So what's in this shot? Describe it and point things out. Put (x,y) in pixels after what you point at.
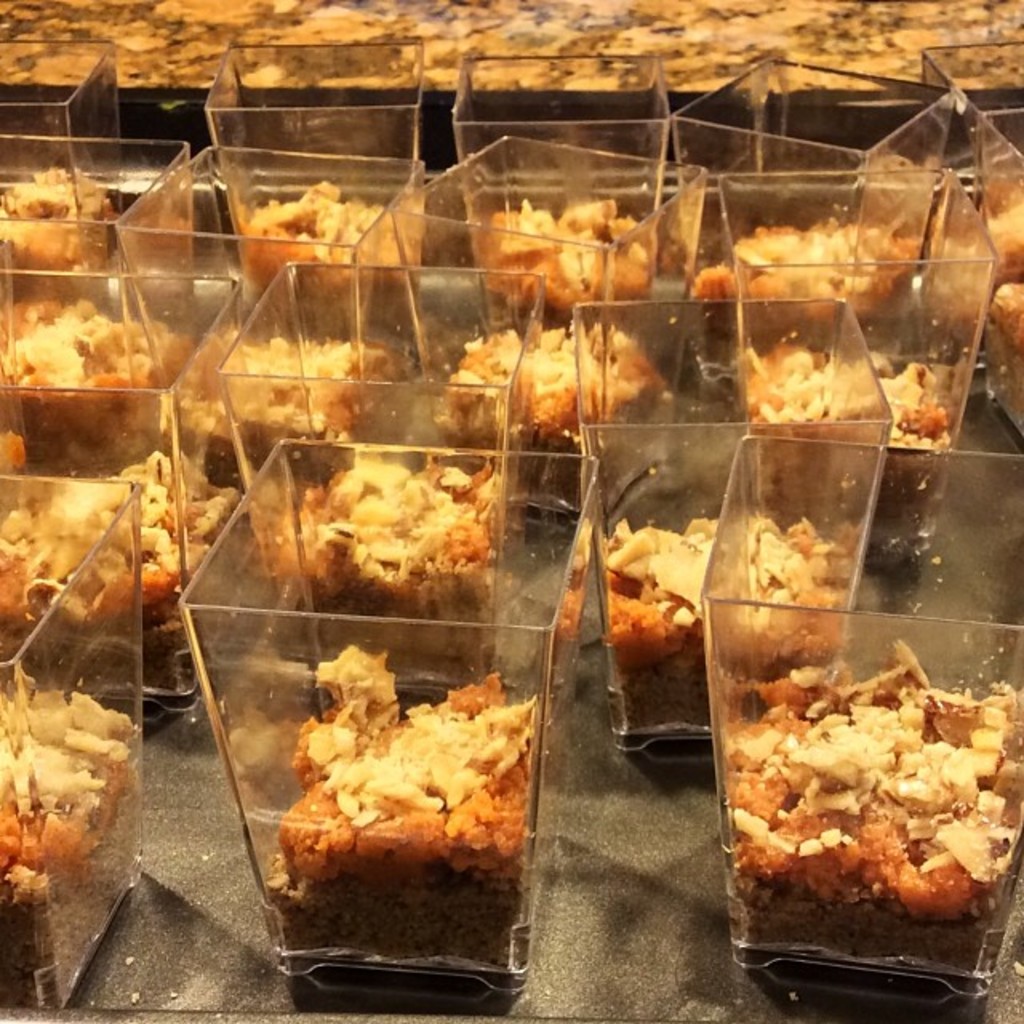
In this image I can see the glass bowls (416,334) with food (523,711) in it. I can see the food (495,778) is in cream and brown color. In the background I can see the food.
